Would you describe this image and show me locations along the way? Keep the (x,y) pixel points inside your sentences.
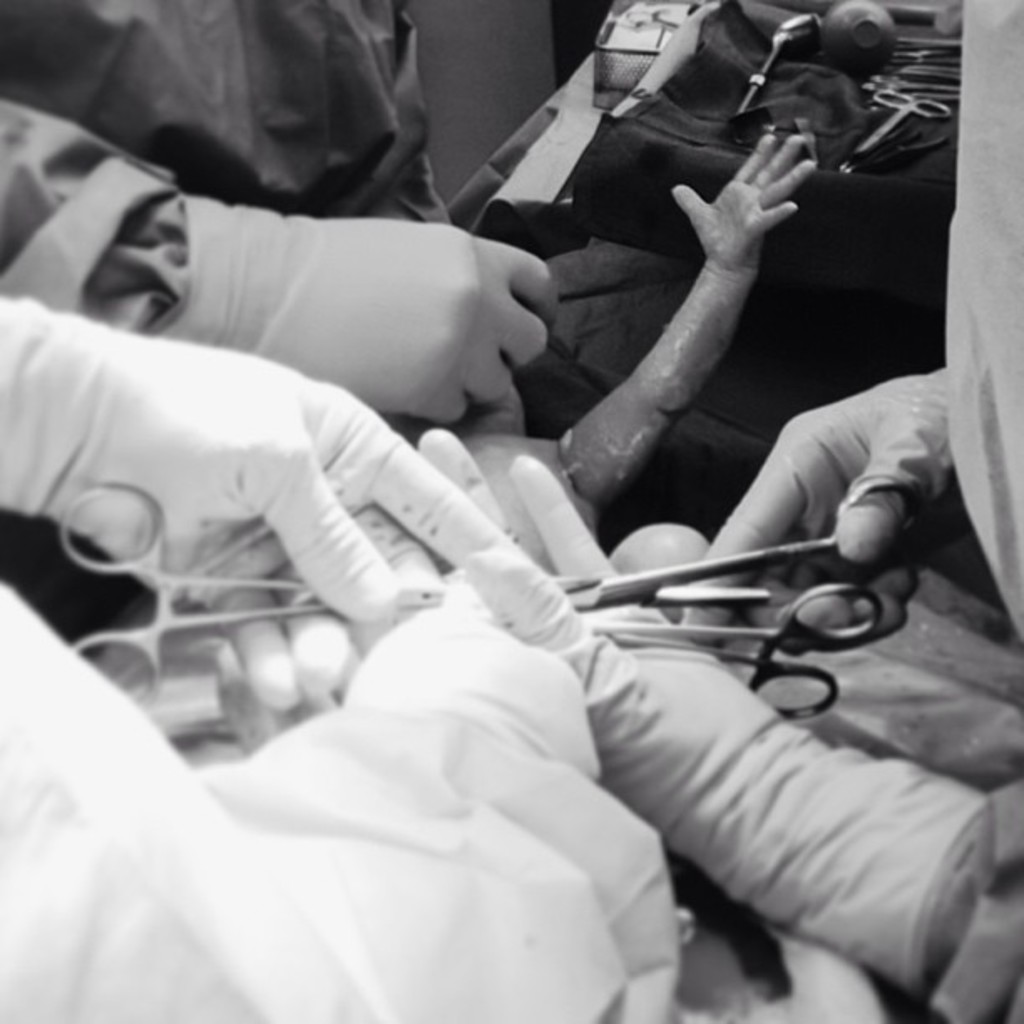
In this image we can see some persons hands (356,570) who are wearing gloves (363,451) and holding scissors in their hands (454,657) and we can see a kid's hand (564,442), on right side of the image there are scissors (905,110), some things (867,46) are in a tray (612,31).
